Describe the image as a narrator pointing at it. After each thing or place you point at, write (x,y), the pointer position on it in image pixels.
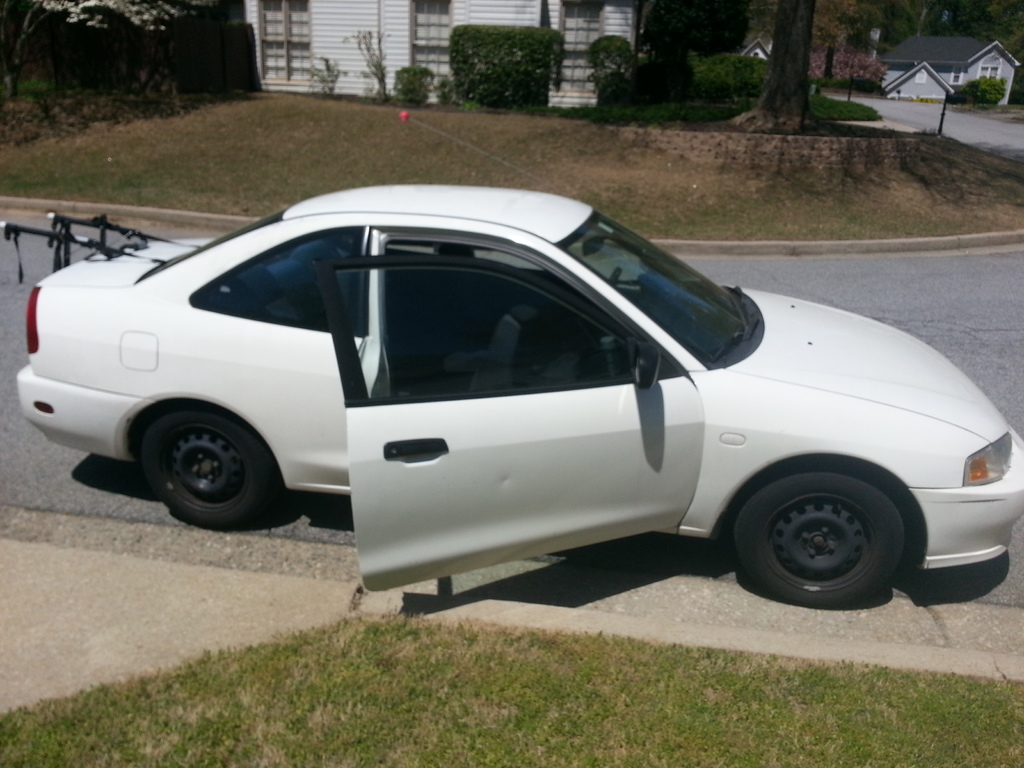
This image is taken outdoors. At the bottom of the image (259,698) there is a ground (332,698) with grass (515,666) on it and there is a road (26,475). In the middle of the image (491,261) a car (482,364) is parked on the road (13,268). In the background (586,25) there are two houses (937,46), there are a few trees (843,60) and plants (597,77) on the ground (992,210).
